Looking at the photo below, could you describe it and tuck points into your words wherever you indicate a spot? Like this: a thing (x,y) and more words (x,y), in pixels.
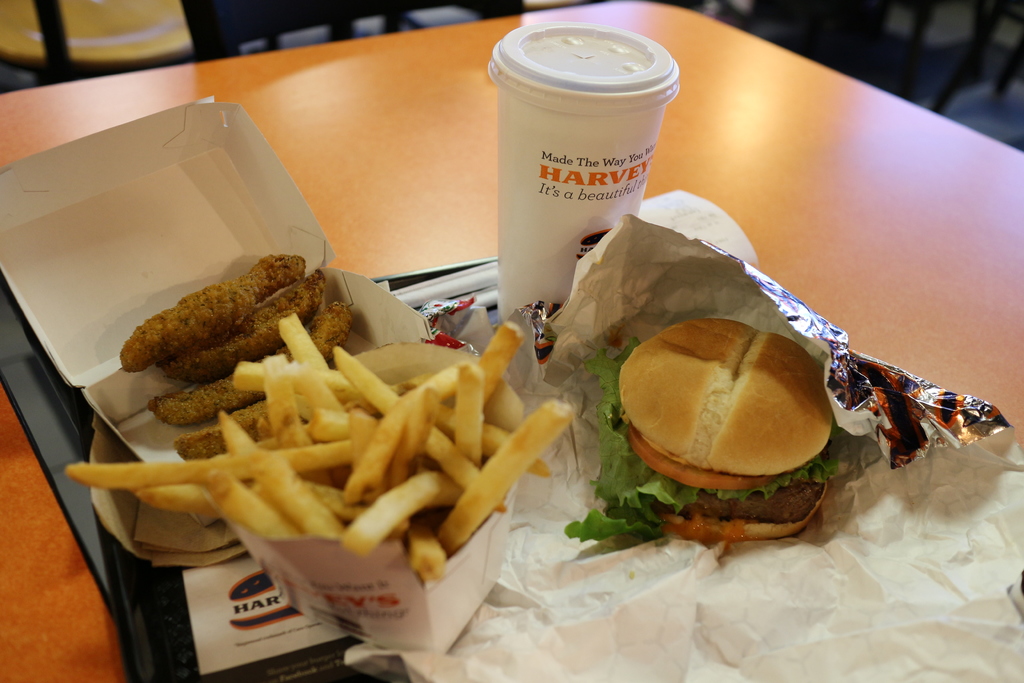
In this image we can see a table (345,179). On the table (399,231) there is a tray (67,445). On the tray (89,457) there is a box (136,450) with food item (155,395), box (378,573) with french fries (425,492), aluminium foil (718,592) with burger (751,452) and a glass (588,184) with a lid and text (543,175) on it.
